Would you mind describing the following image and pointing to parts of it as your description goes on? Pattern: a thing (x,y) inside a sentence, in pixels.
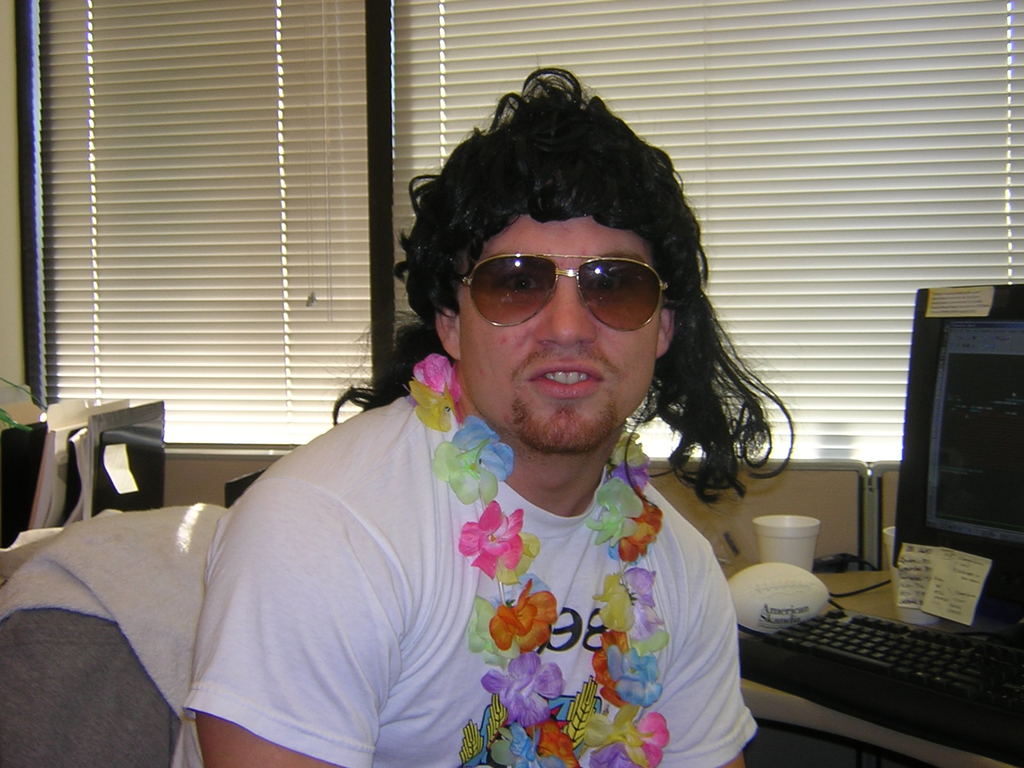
In this picture we can see a person (392,584), he is wearing a goggles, garland (515,691), here we can see a monitor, keyboard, books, cups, name cards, cloth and some objects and in the background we can see a wall (739,565), curtains (928,121).
